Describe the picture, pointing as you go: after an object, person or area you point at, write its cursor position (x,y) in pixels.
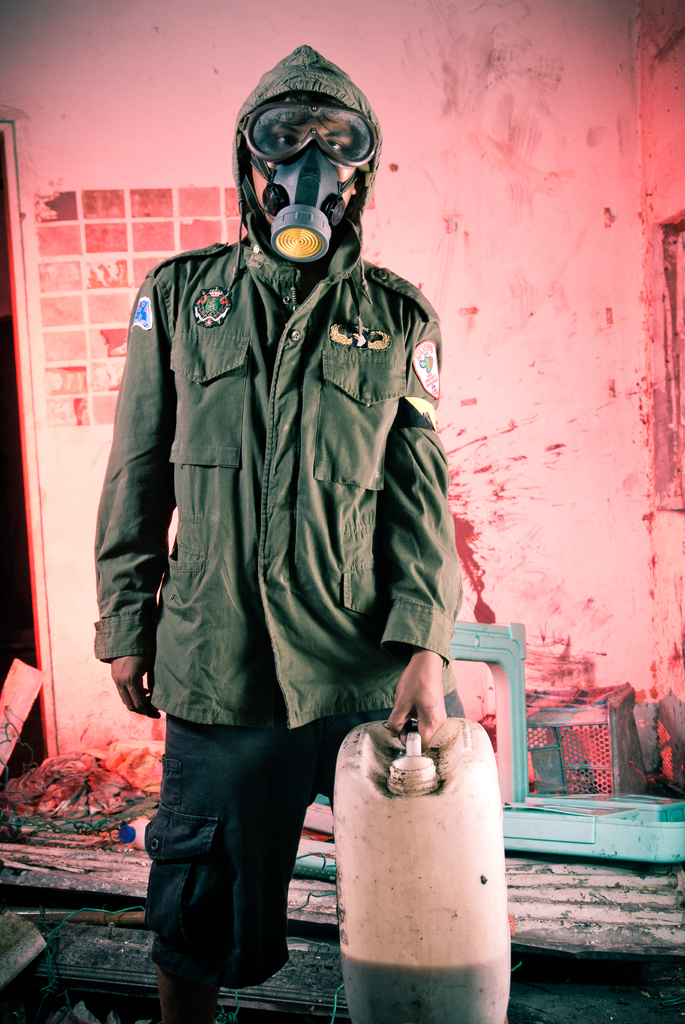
This is a person (276,589) standing and holding a can (435,857). This person (333,586) wore an oxygen mask (286,254). In the background (522,687), I can see few objects (569,839), which are lying on the floor (560,875). This is the wall (462,152).
